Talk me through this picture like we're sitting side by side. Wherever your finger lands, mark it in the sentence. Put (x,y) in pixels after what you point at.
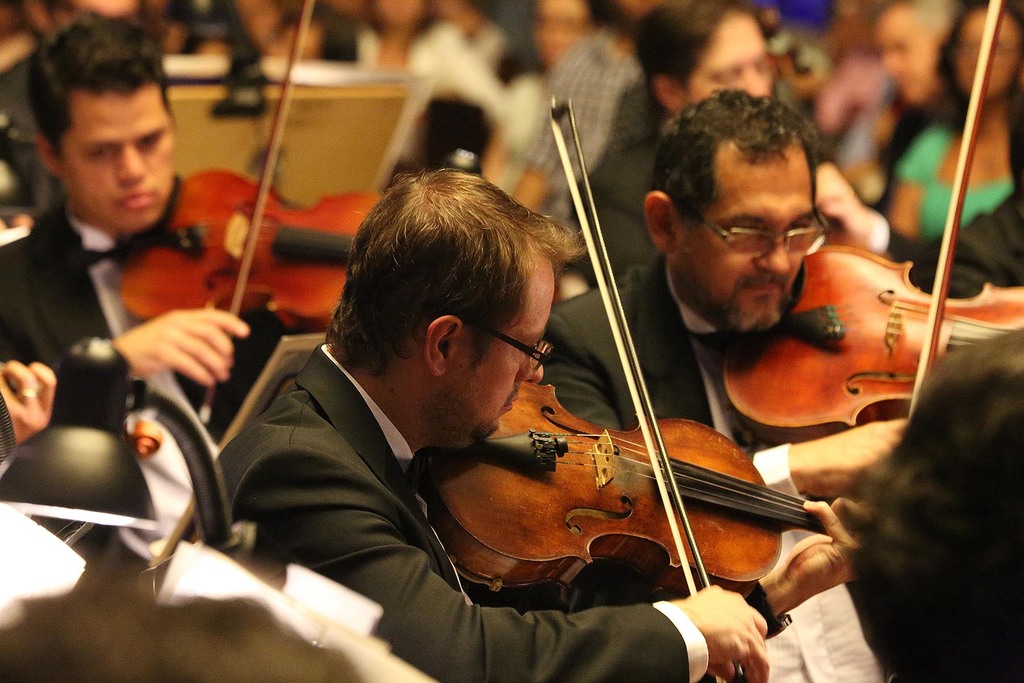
In this image we can see few people (427,400) are playing violin (286,321) by holding them in their hands (162,370).
